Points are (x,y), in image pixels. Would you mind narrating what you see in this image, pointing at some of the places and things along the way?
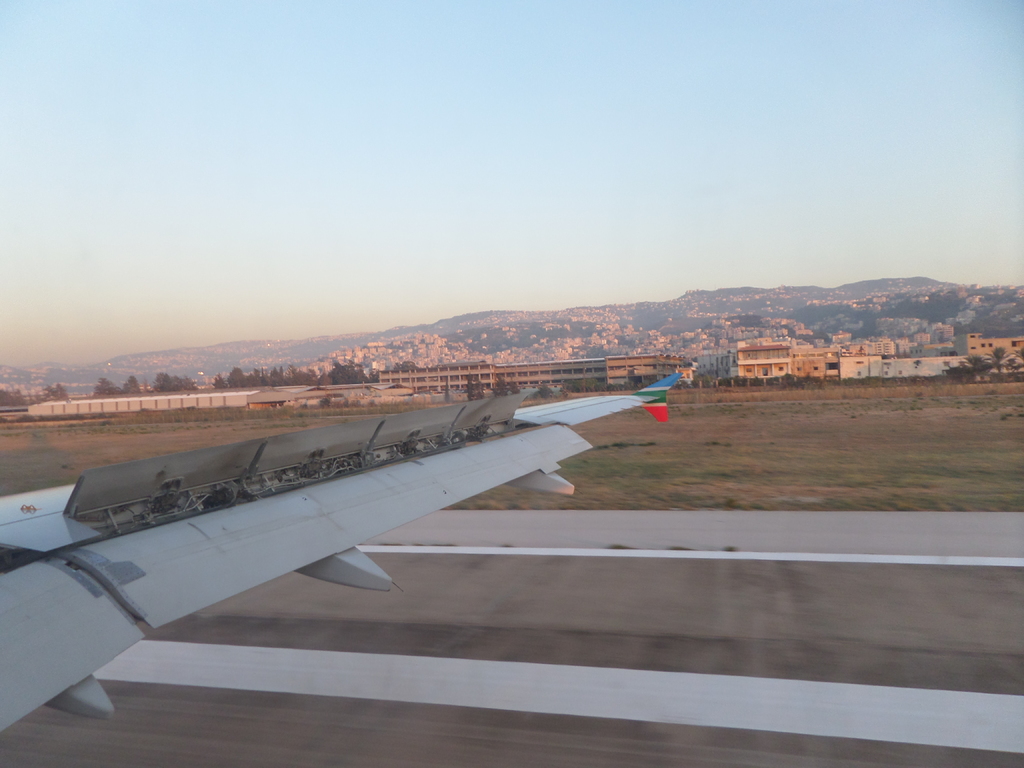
In this image I can see a road (595,656). On the left side (221,504) I can see a part of the aircraft (316,495). In the background (288,379), I can see the trees (346,381) and the sky (503,139).
